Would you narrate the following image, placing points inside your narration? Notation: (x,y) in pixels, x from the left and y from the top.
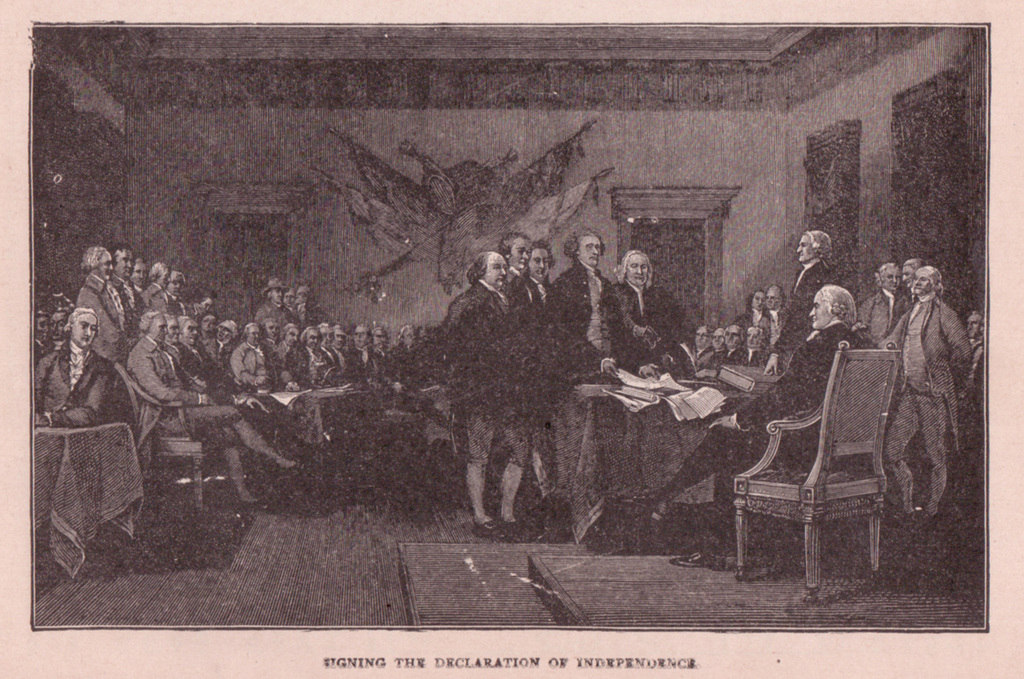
This is a black and white photo and here we can see many people (294,386) and there are some papers (627,400), books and some other objects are on the tables (588,465) and we can see chairs (881,438) and clothes (94,486) and there is some text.
